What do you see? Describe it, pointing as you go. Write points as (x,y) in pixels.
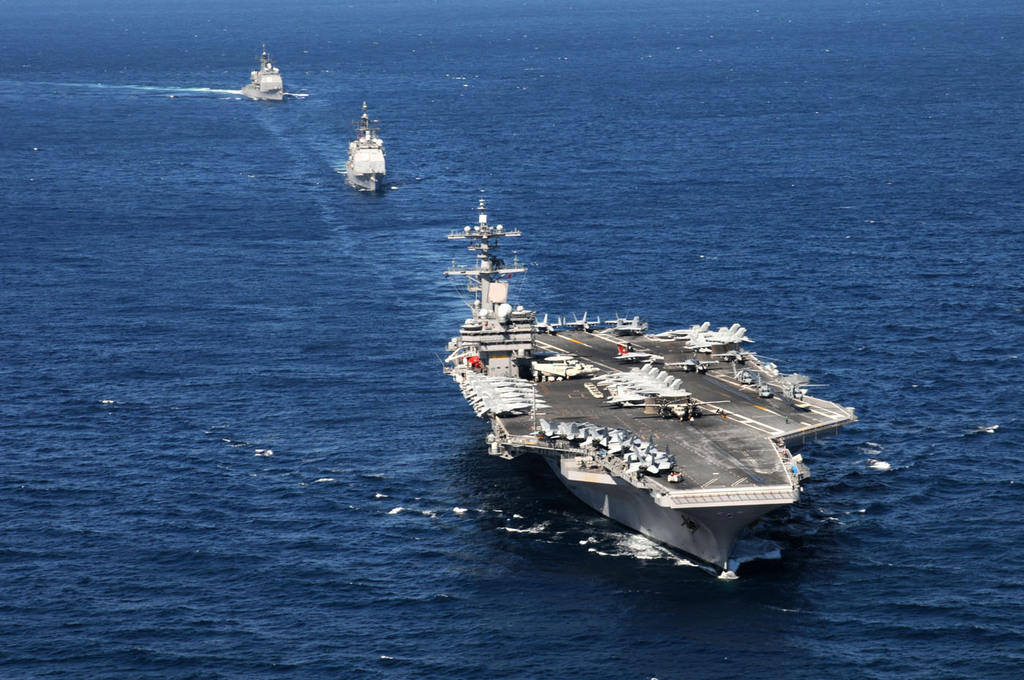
In this image we can see three boats (559,399) on the surface (434,522) of the sea (458,612).
